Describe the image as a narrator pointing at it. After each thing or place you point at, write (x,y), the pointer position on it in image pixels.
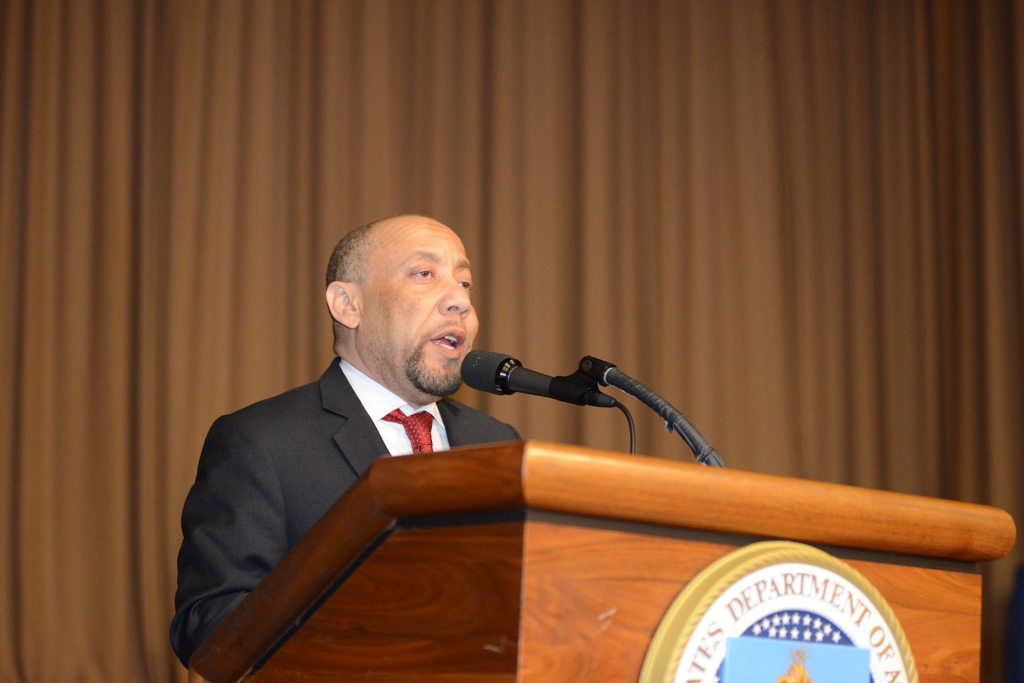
A person (332,441) is standing wearing a suit (337,477) and speaking. There is a microphone (549,385) and its stand (649,395) in front of him. There are brown curtains (120,359) behind him.
